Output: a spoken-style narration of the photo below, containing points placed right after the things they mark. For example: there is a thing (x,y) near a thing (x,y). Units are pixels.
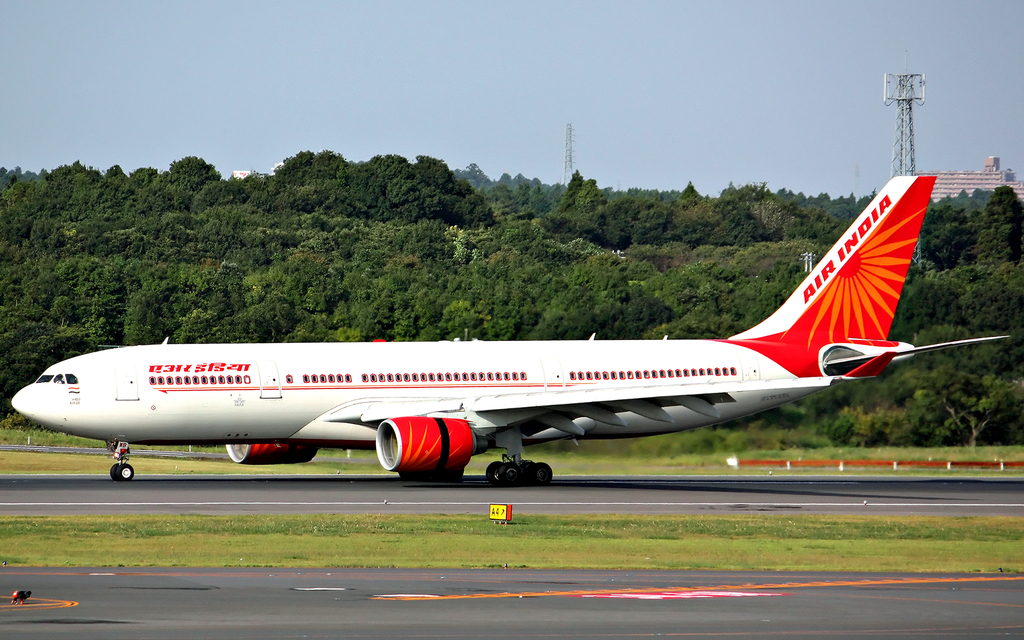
In this picture we can see an airplane (417,451) on the road (356,477), grass (664,544), trees (584,217), towers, building (965,184), some objects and in the background (386,72) we can see the sky (433,75).
